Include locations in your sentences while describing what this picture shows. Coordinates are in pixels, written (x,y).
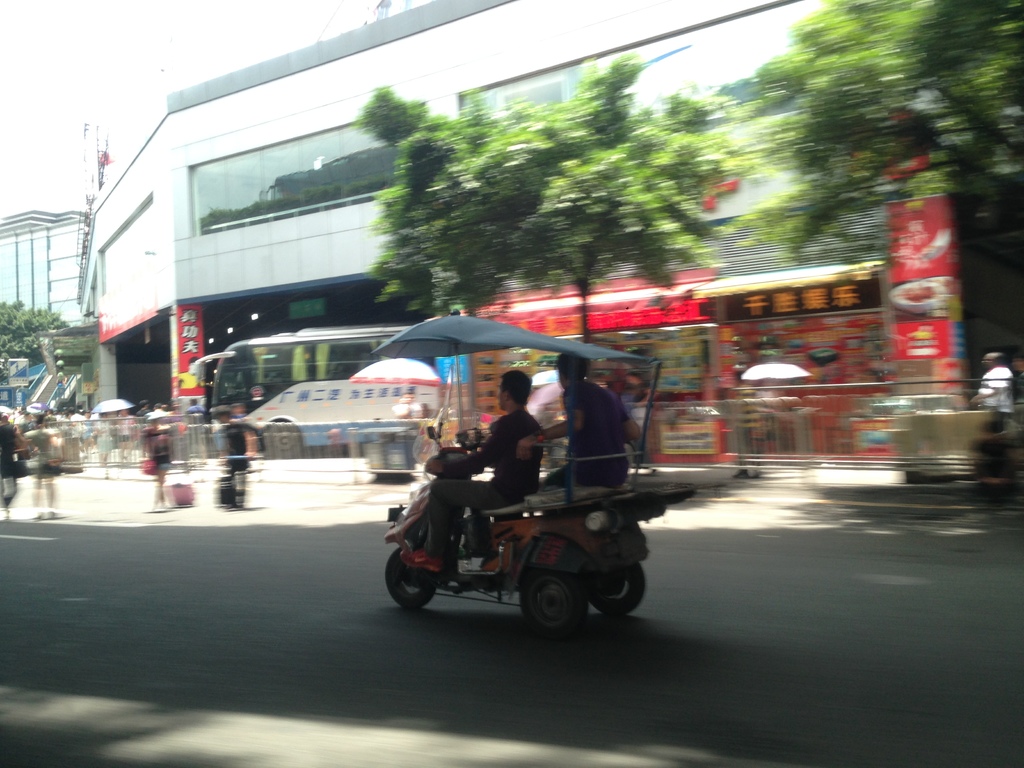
Two persons (512,456) are riding in the vehicle (506,537) on the road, there are big buildings (381,303), trees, vehicles (296,378) and few people (170,444) on the road (216,477).
